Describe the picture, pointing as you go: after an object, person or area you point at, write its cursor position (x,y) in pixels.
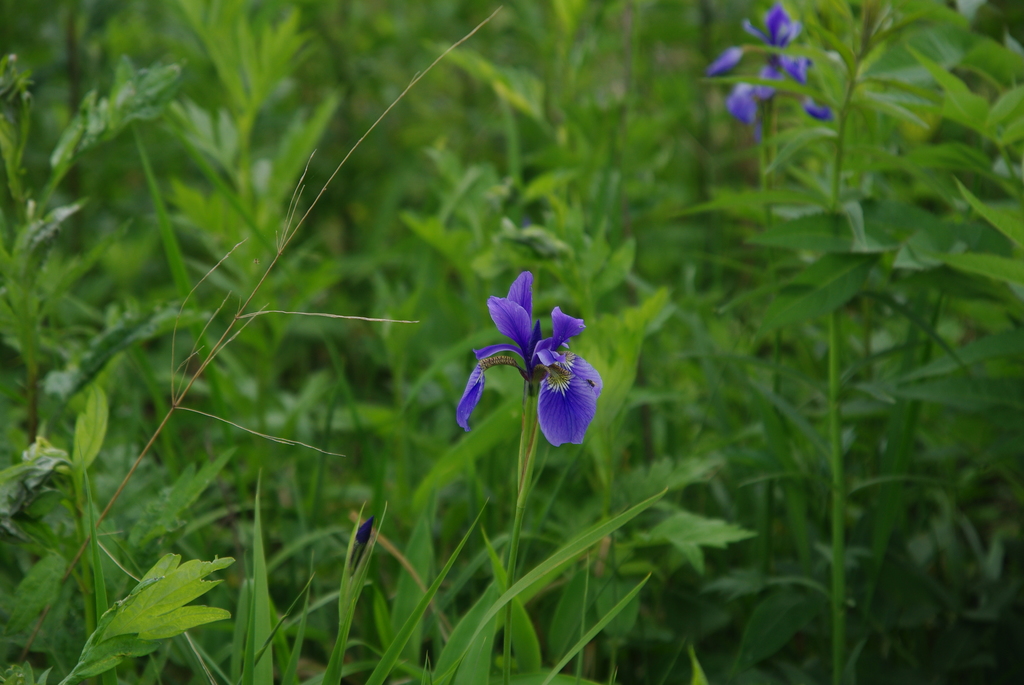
In this image there are flowers (779,75) and plants (291,230).
